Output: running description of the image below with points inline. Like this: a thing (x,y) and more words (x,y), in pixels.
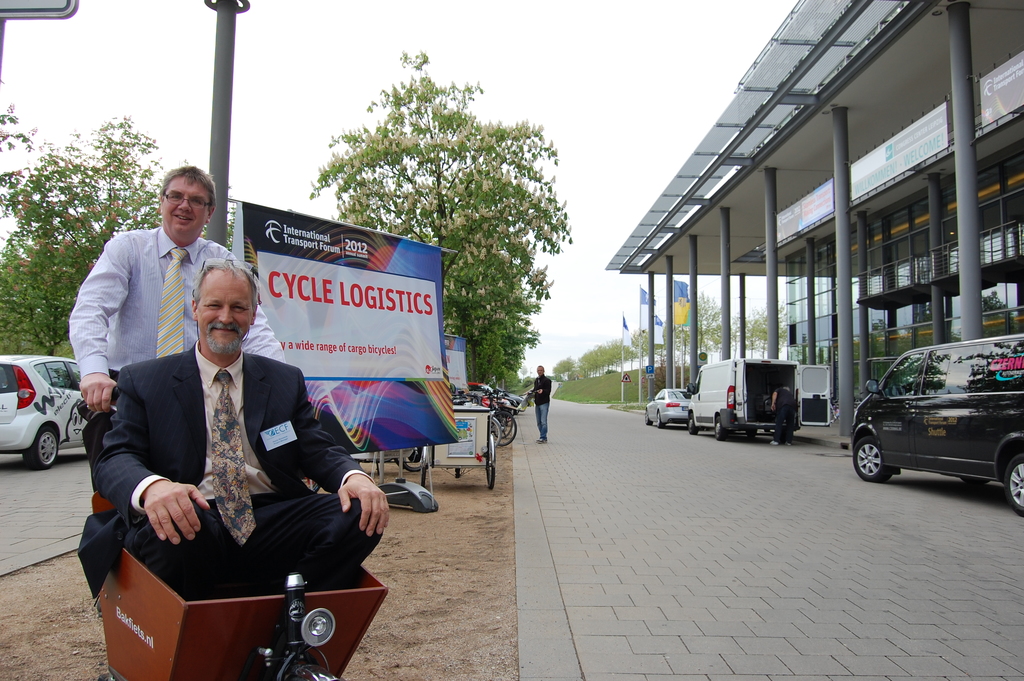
In this picture we can see two men (141,296) wore ties (213,470) and smiling and a man (165,367) in a cart (295,574) and a person (531,389) standing on the ground (693,517), vehicles (66,386), trees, flags (688,300), banner (328,376), building (710,219) and some objects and in the background (539,348) we can see the sky (538,81).
